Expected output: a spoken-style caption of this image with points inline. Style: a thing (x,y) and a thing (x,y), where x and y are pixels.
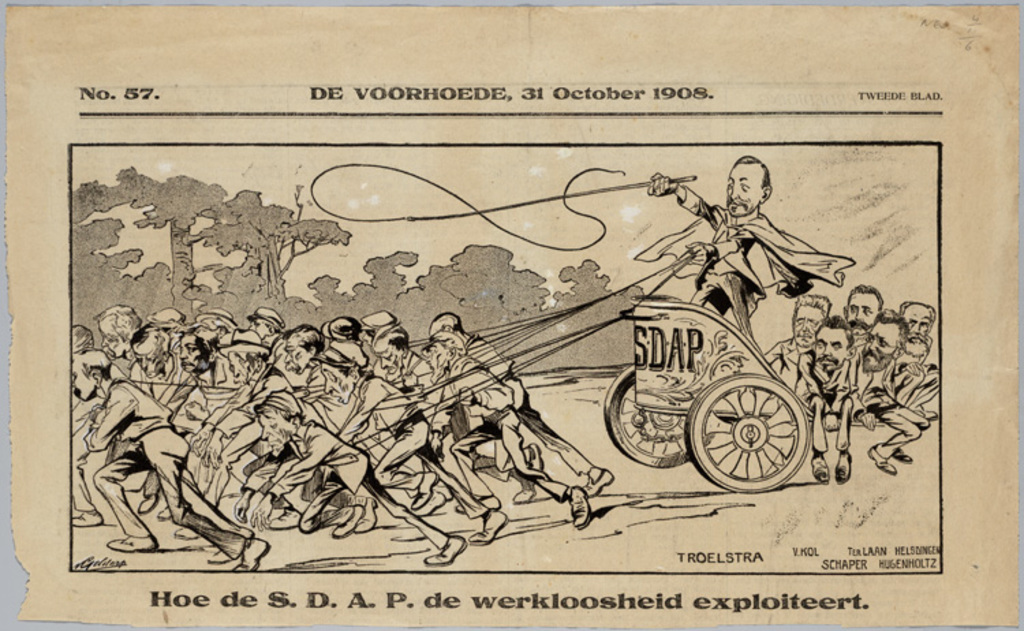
In this picture we can observe a paper (420,373) on which there are some persons (239,395) pulling a cart (727,387) in which some people (767,277) are sitting. This is a black and white picture. We can observe some trees (437,272) on this paper (373,273). There is some text (182,600) on the paper (534,602).
